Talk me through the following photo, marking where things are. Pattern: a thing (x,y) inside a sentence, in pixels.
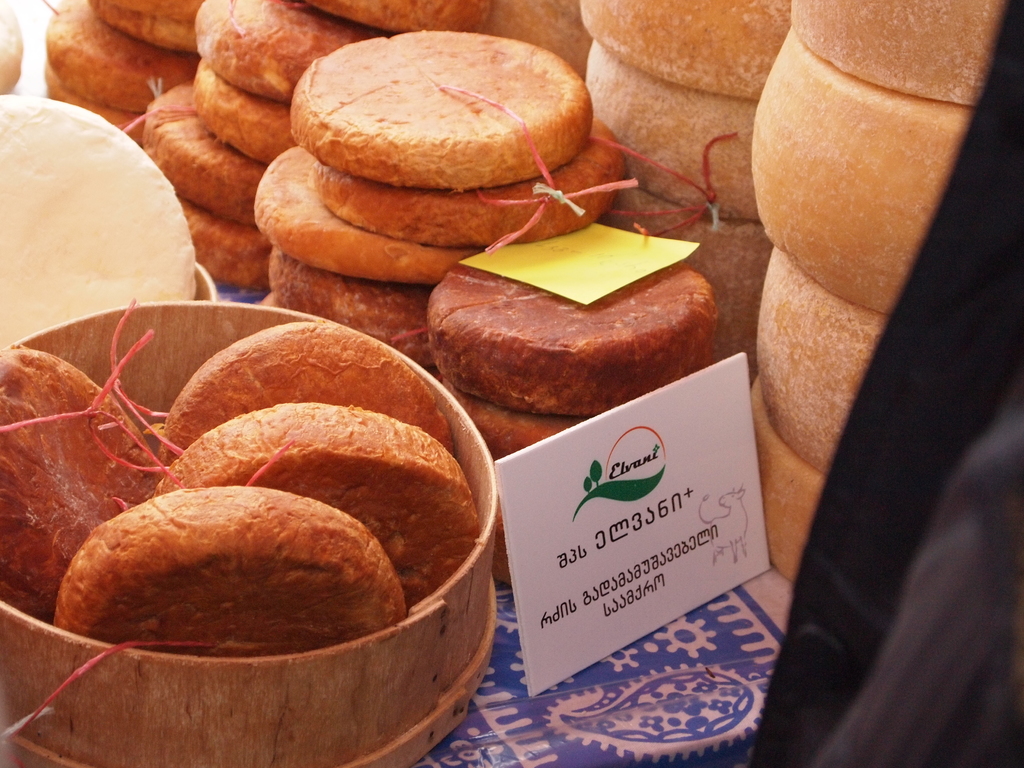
In this image we can see some food items (531,89) on the cloth (699,657), and some food items (261,556) in the bowl (139,672), there is a board (600,509) with text (669,550) near the food items (600,387) and a yellow color object (590,263) looks like paper (611,251) on the food item (597,340).
